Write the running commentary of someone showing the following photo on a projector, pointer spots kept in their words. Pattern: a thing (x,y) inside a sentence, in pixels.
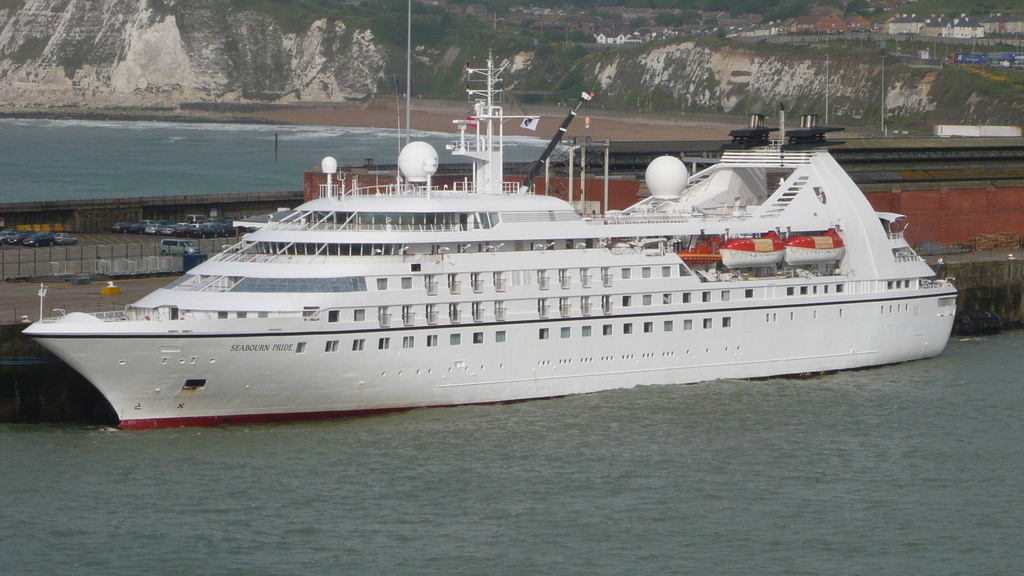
In this image there is the sea (585,418), there is a ship (427,320) on the sea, there are vehicles (213,233) on the road (133,238), there is a fencing (74,258) truncated towards the left of the image (20,262), there is rock (202,54) truncated towards the left of the image (30,35), there are houses (969,29), there are objects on the ground (983,50), there are poles (826,108).
